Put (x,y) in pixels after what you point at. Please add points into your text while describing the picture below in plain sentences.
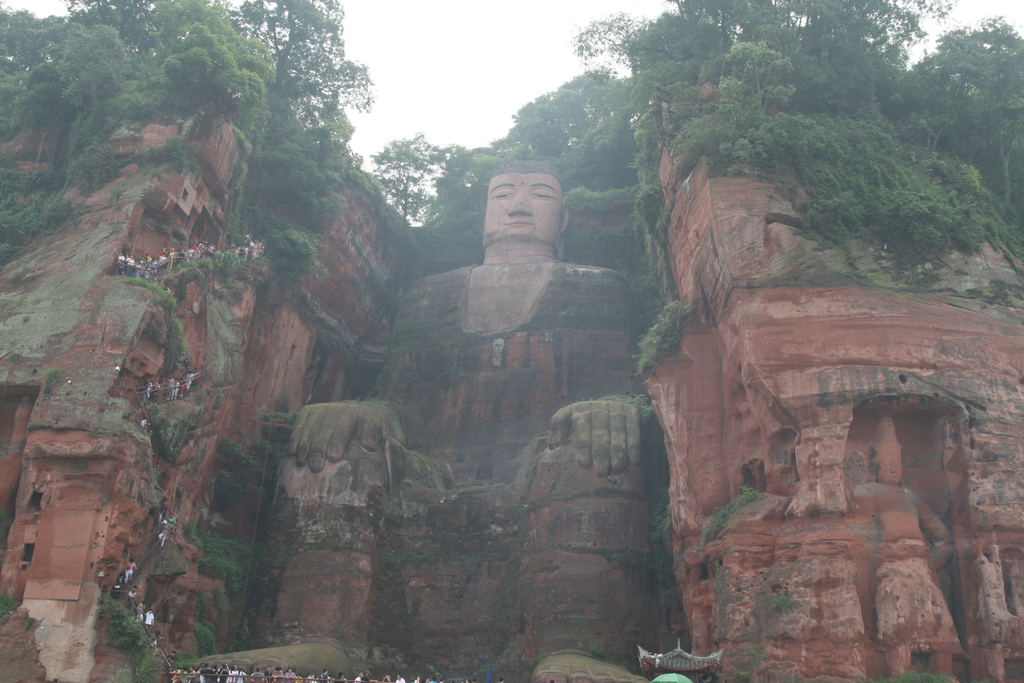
In this image we can see the sculptures (454,487). In the foreground (701,663) we can see a shed (682,668). To the left side of the image (172,382) we can see some persons (159,534) standing on the staircase (188,254). In the background (320,142), we can see a group of trees (316,210) and the sky (540,64).
